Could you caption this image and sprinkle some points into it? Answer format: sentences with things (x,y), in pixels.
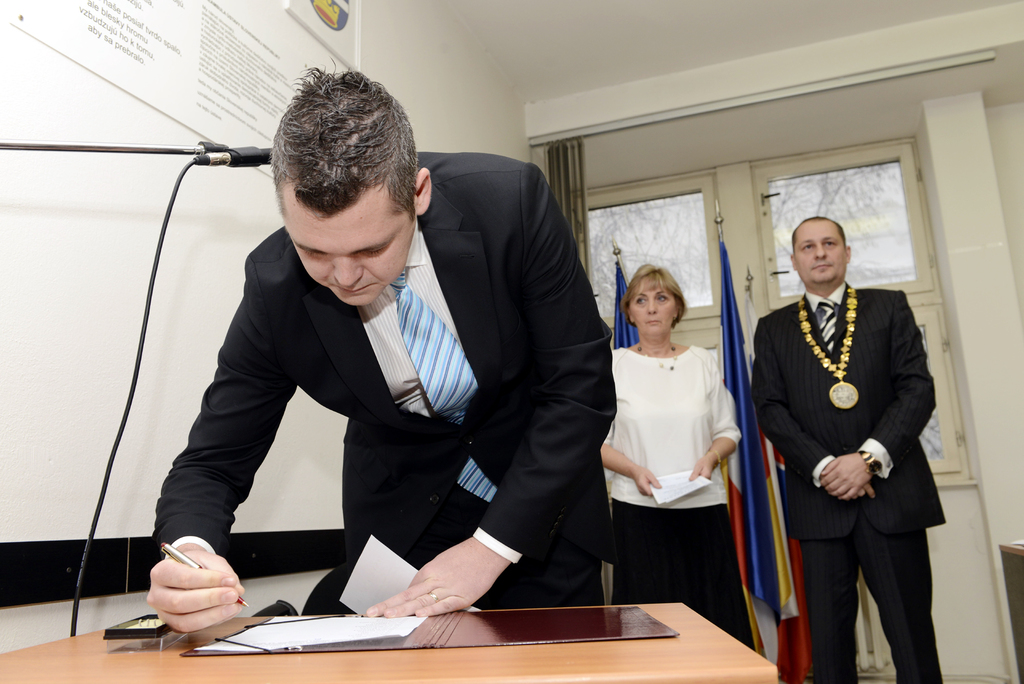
On the background of the picture (99,358) we can see a wall (105,299) in white colour. This is a window (690,208). we can see a man (873,401) and a woman (691,393) standing. Behind to them there is a flag (748,334). This is a table (484,659). On the table (459,663) we can see a file (566,633), here one man (424,387) is bending and trying to write something on a paper (276,624) by holding a pen (184,558) in his hand (203,592). This is a mike (231,163).
